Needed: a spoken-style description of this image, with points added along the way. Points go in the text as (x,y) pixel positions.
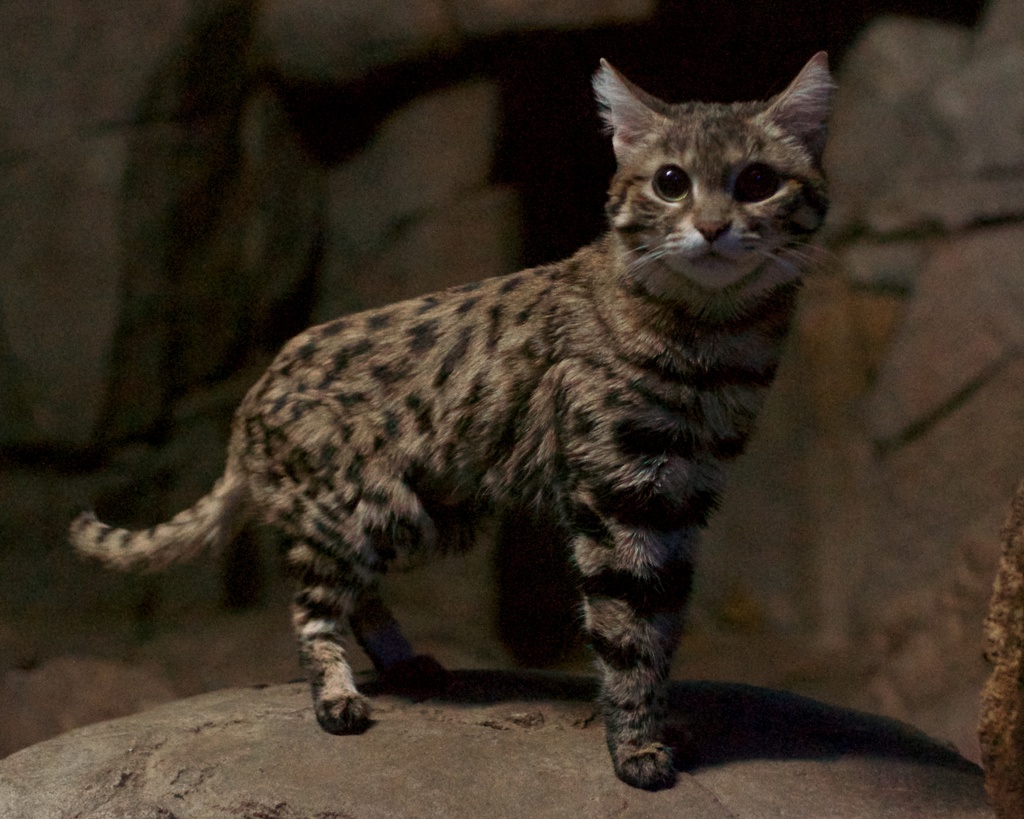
In this picture there is a black and brown color cat (491,407) standing on the rock (763,711). Behind there are some rock mountain (411,249).
